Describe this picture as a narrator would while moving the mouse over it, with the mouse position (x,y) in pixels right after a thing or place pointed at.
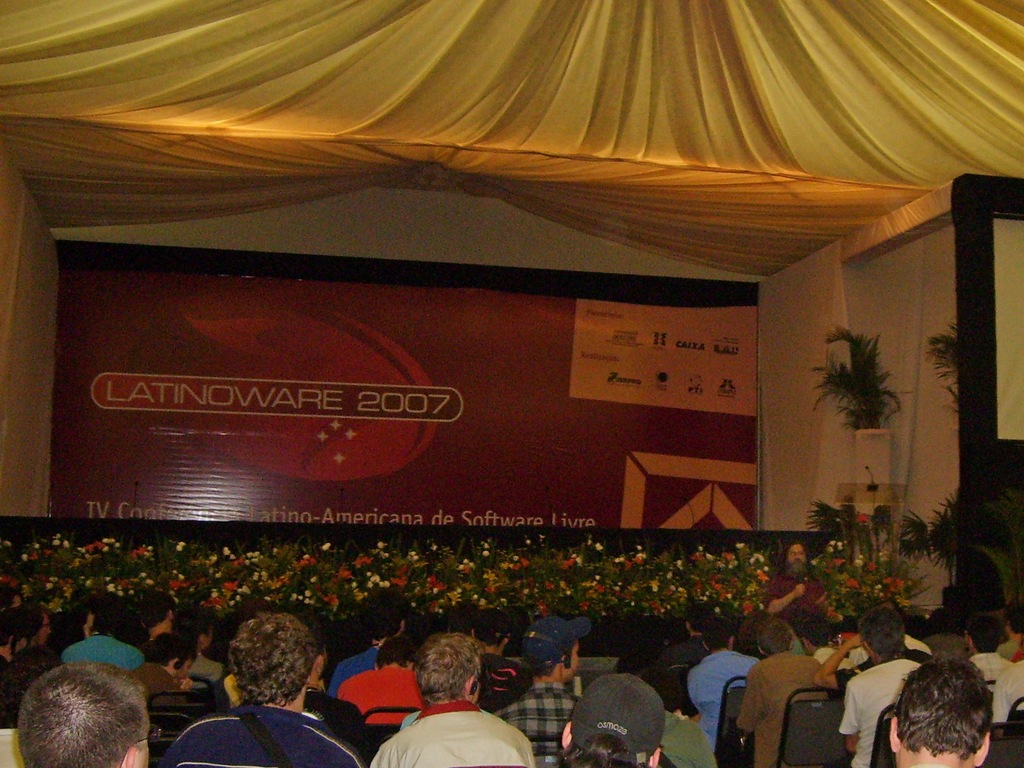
In this image there are group of persons (467,694) sitting. In the background (192,417) there is a banner (356,404) with some text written on it. On the top (394,86) there is a tent (548,101) which is yellow in colour. On the right side (914,539) there are plants (934,553) and there is a board (1015,355) which is black and yellow in colour.
